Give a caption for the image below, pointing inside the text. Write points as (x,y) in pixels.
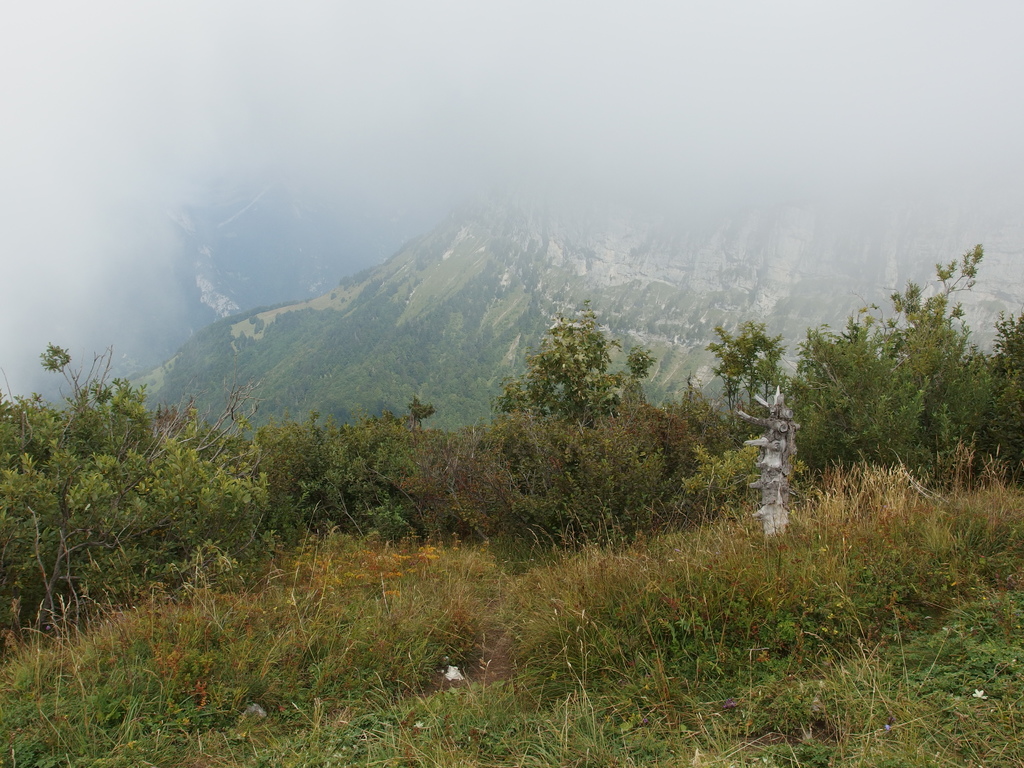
In this image we can see trees (443,383) and mountains (439,348).
